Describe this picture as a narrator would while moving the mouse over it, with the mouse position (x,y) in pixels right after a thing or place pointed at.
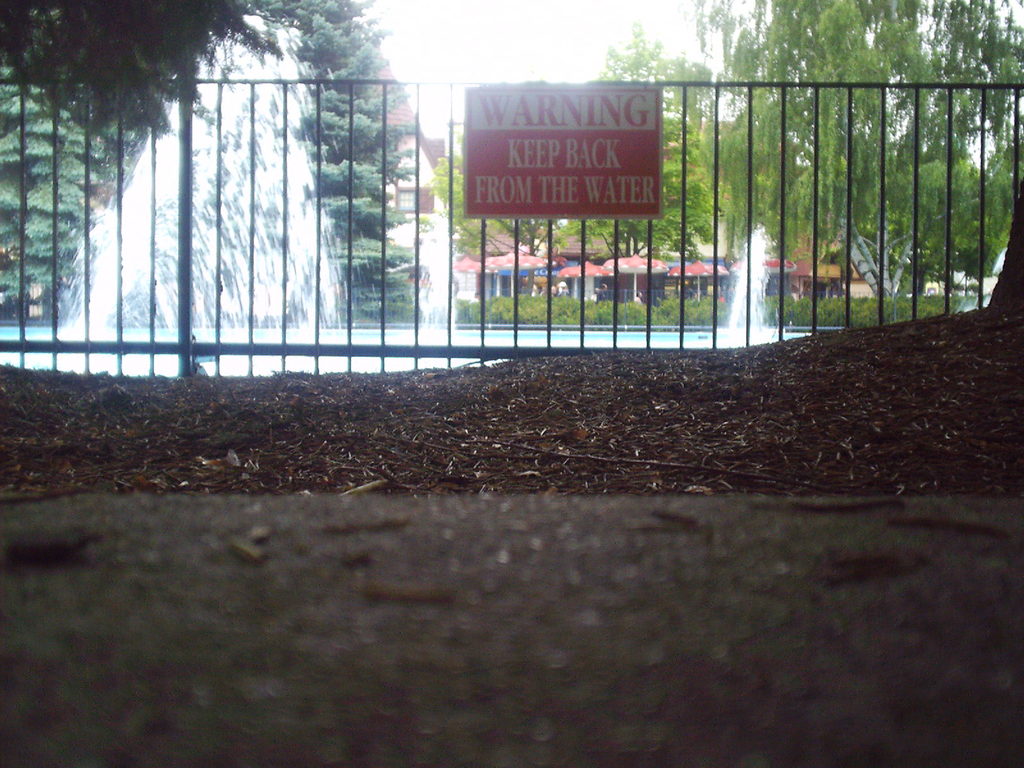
In this image in the center (616,311) there is a fence (488,239) and there is a board (577,186) with some text (560,177) written on it. Behind the fence (549,277) there are trees (589,223), there are tents (589,276) and there is a waterfall (291,192).
